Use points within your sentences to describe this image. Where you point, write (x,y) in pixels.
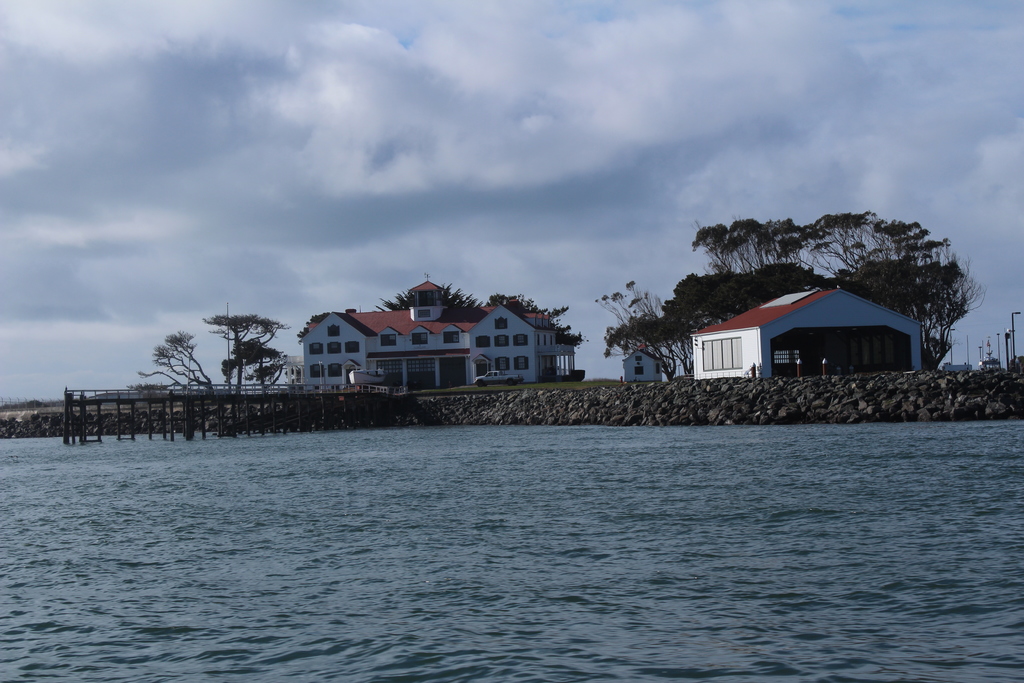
In this image there is water (441,602) at the bottom (477,623). There is a dock (152,397) on the left corner (119,390). There are poles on the right corner (1009,335). There are rocks (721,396), buildings (642,380) and trees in the background (505,299). And there is sky (448,175) at the top (523,159).
